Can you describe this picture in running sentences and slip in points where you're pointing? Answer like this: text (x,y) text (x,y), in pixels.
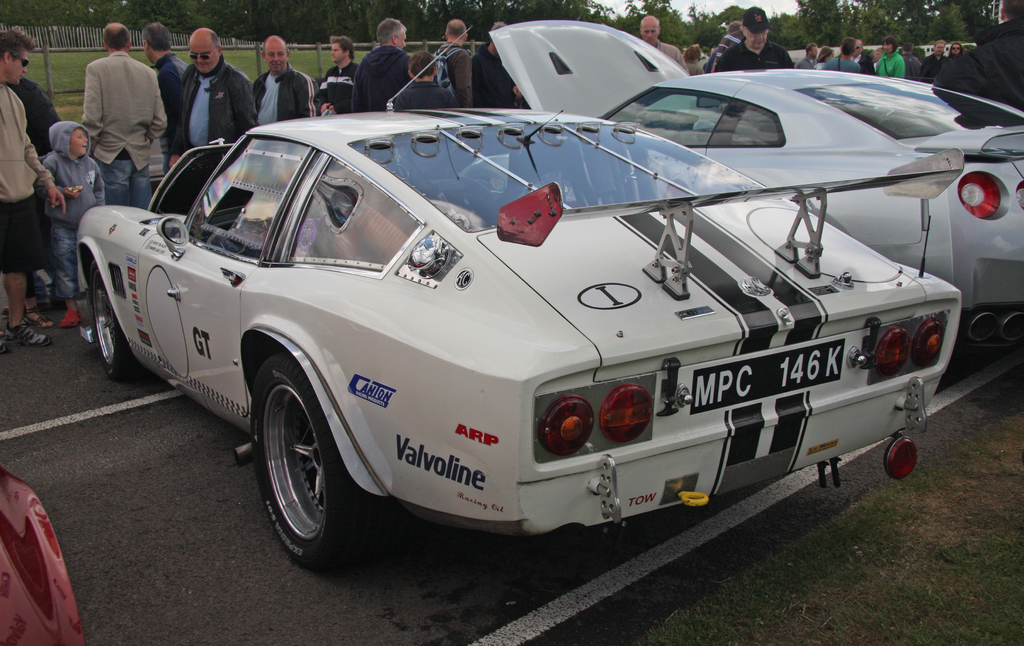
In this image we can see some cars (648,394) on the road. On the backside (825,50) we can see a group of people (250,96) standing. We can also see a fence (87,46), grass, trees (252,29) and the sky (725,27).
